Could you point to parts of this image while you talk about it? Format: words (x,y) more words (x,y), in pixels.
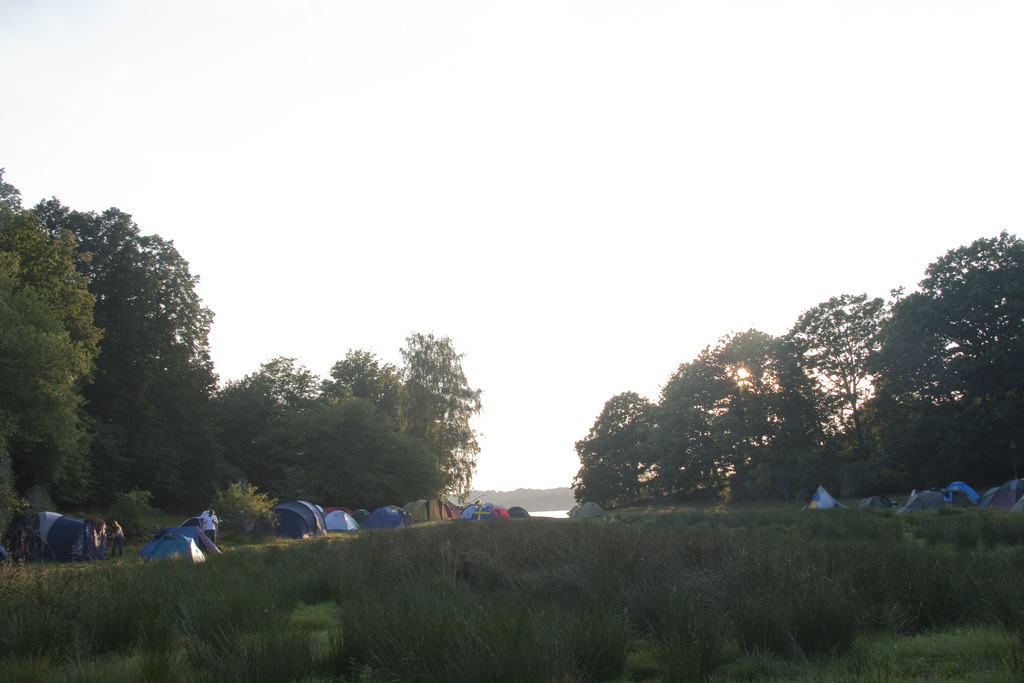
In this image at front (440,664) there's grass (602,589) on the surface (613,549). On the backside (61,557) there are tents (308,518) and people (119,533) are standing beside the tents (196,543). In the background (187,507) there are trees (461,437), water (553,511) and sky (648,183).
